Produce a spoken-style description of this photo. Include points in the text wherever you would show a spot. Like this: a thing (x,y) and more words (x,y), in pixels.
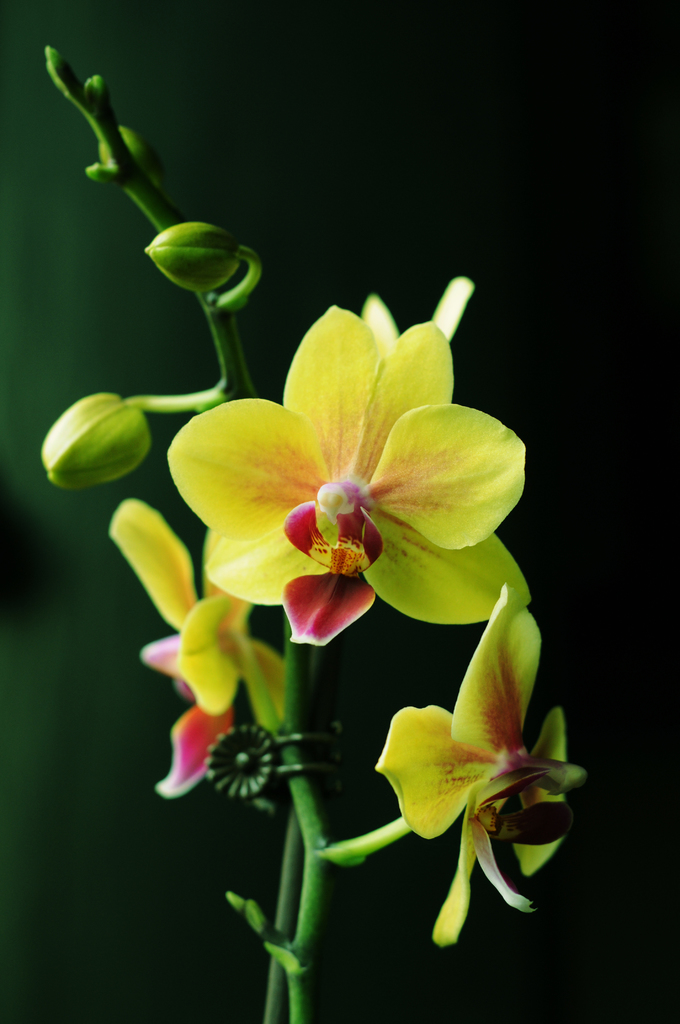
In this image I can see the flowers (201,497) to the plants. The flowers (263,553) are in yellow and red color and there is a black background (365,237).
